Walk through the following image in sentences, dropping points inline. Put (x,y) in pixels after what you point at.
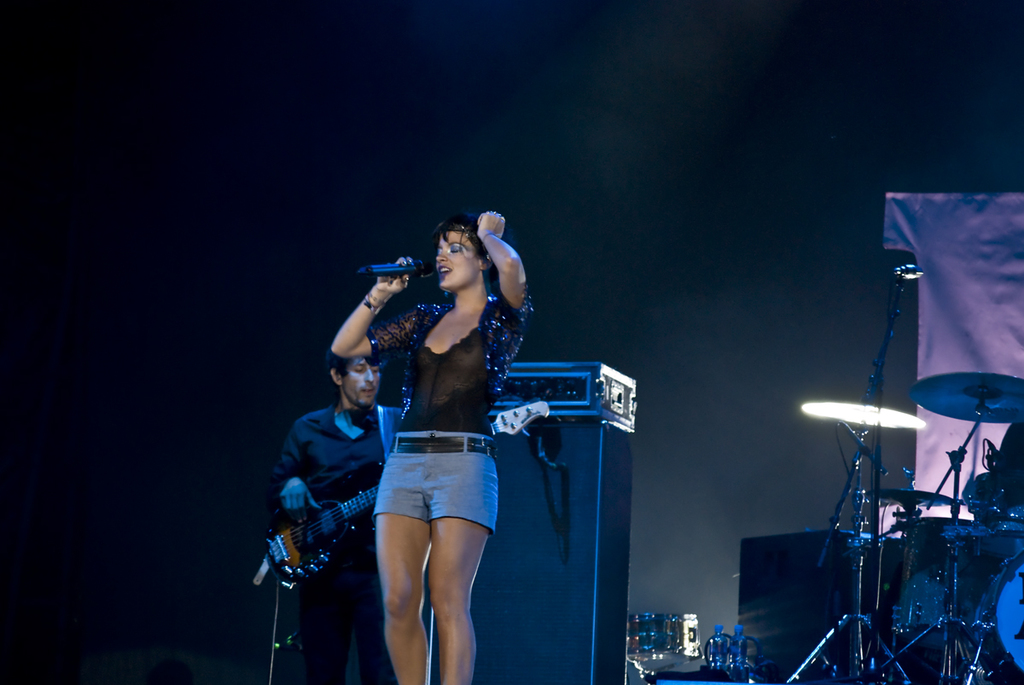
As we can see in the image there are two people (327,480). the man (332,421) who is standing here is holding guitar (354,503) and this woman (440,442) is holding mic (426,269) and singing a song. On the right side (948,476) there are musical drums (948,551).
